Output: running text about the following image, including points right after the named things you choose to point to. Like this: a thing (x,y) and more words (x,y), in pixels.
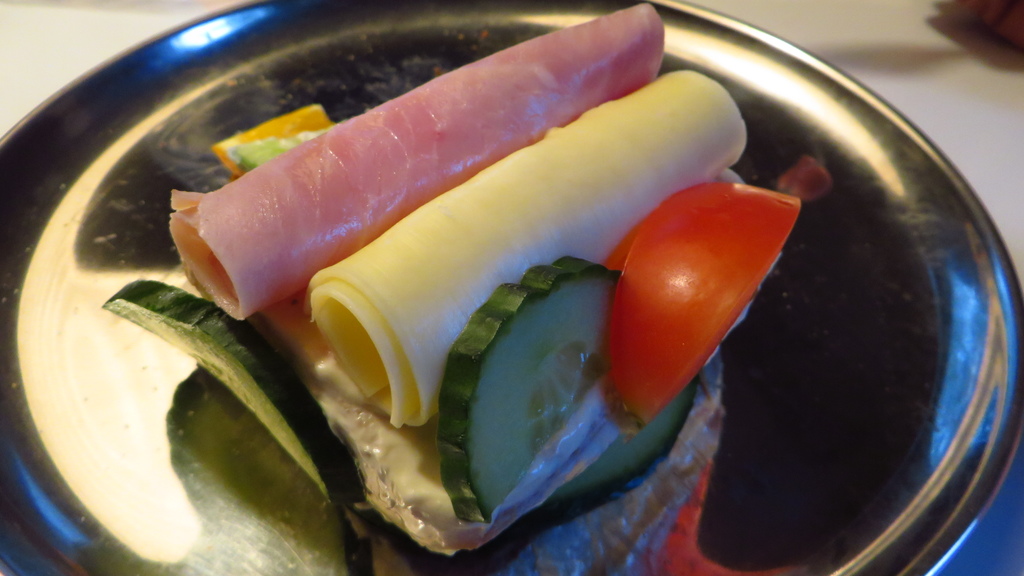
This image consists of vegetables (229,330) along with the ham and cheese rolls (358,302) kept on a plate (879,144). The plate (894,269) is on the table (957,140).
